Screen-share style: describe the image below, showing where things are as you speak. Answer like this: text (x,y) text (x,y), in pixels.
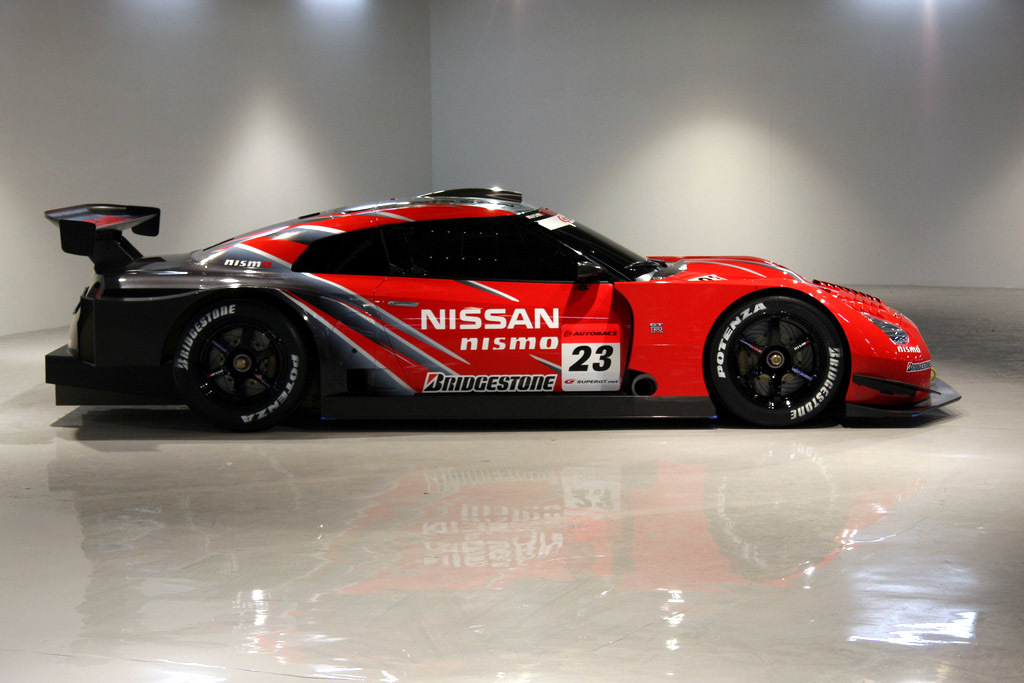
In this image there is a car (454,326) on the floor (430,544), there is text (490,339) on the car (466,360), there is a number (581,365) on the car (509,348), there is a wall (566,119) towards the top of the image (269,144), there are light rays (335,16) towards the top of the image (347,21).
